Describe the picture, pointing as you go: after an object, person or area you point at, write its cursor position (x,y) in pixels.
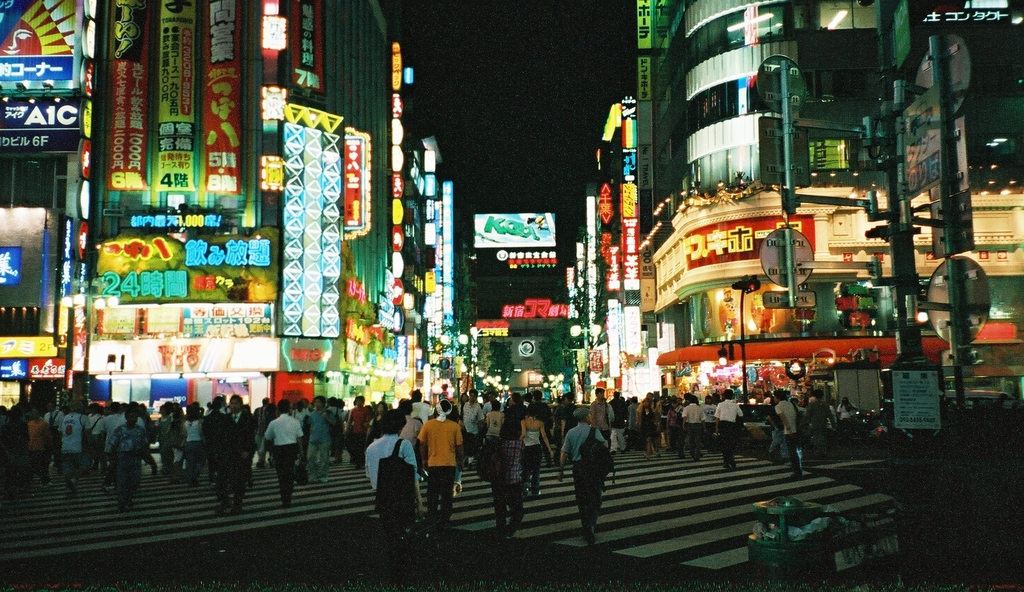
In this image I can see number of people (405,440) are walking on the road (730,529). I can also see few of them (519,451) are carrying bags (584,461). In the background (1003,208) I can see number of buildings (709,110), number of boards (370,190) and on these boards (637,302) I can see something is written. On the right side of the image (902,265) I can see few poles (903,285) and number of boards (961,64) on it. On the bottom right side of the image (751,564) I can see an object (769,513) and I can also see number of white lines (706,558) on the road (733,555).
